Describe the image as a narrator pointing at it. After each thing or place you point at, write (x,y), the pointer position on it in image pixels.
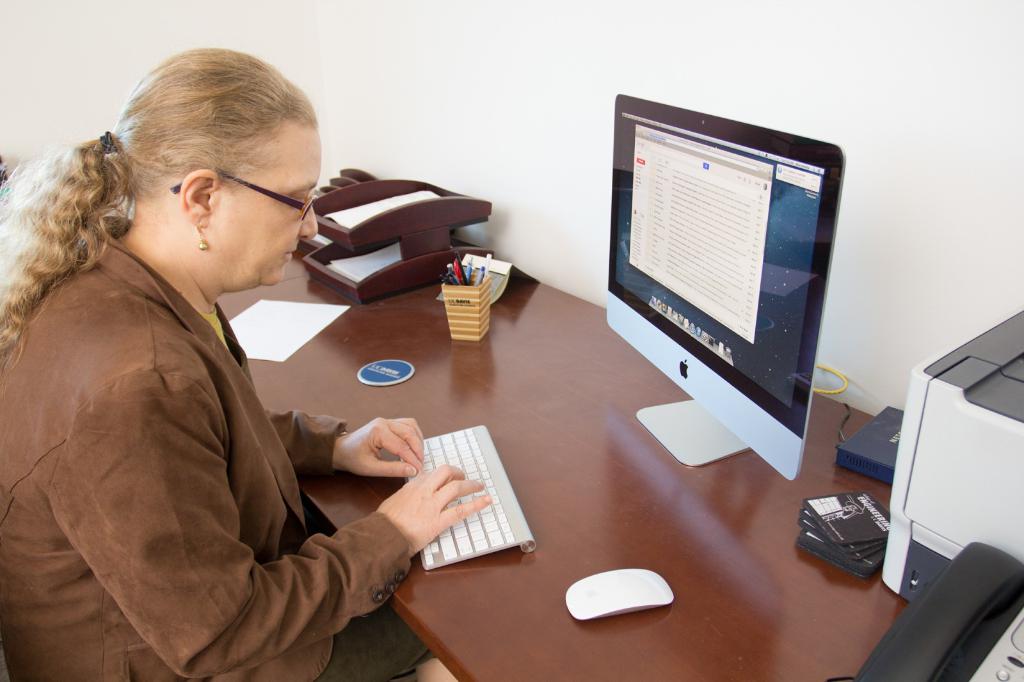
A woman (342,674) who wore a brown jacket (99,367) with grey hair (92,160) have spectacles (269,196) with the system (671,342) which is on the table (551,427). And the table (518,307) has some things (414,269) like pen stand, paper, paper stand (419,249) and also has a mouse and a telephone (925,661) and printer machine (985,477) on the table (857,482).
